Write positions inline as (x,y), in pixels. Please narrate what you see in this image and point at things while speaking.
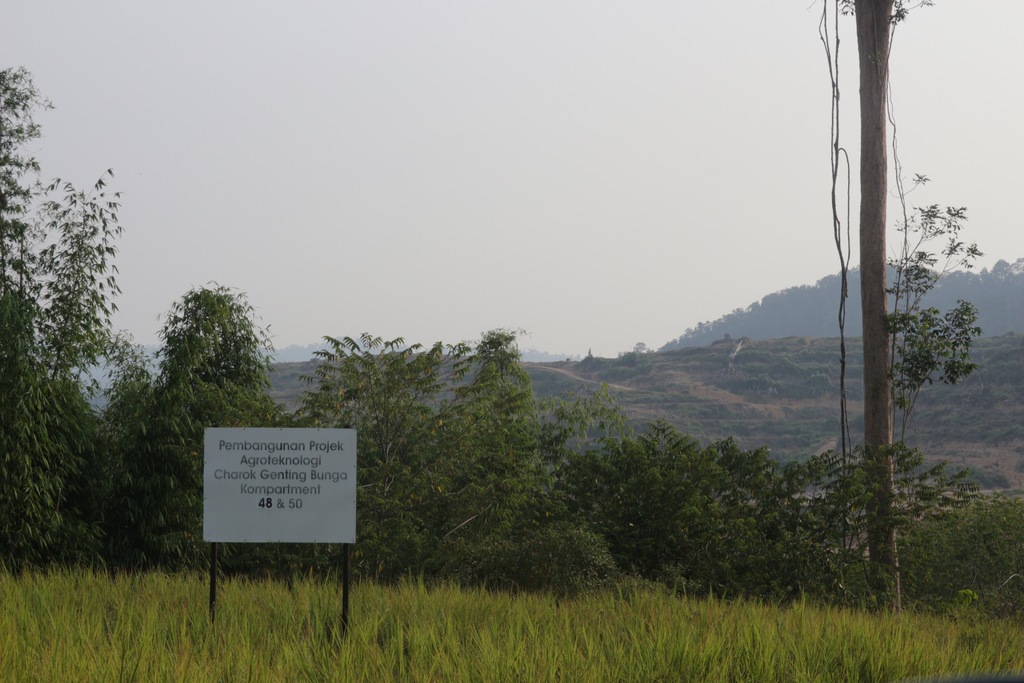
In the center of the image (638,359) we can see the hills (752,369), trees (534,408). At the bottom of the image (500,575) we can see the plants (364,599) and board (280,495). At the top of the image (360,106) we can see the sky (463,206).
